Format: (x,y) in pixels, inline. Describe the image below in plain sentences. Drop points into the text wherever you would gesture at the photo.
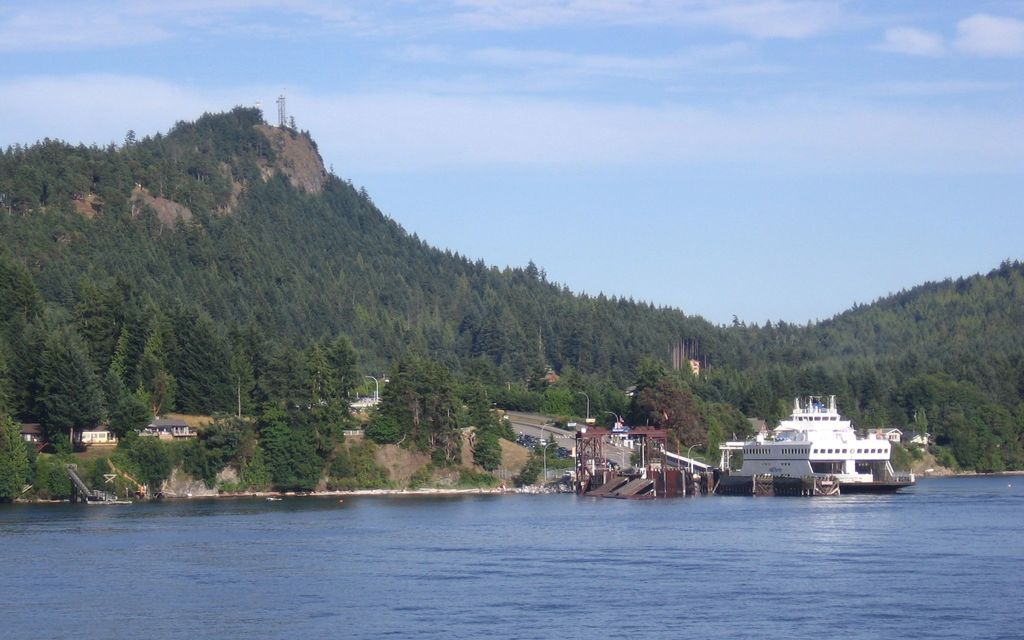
In this image I can see at the bottom (513,576) there is water (597,550), on the right side (835,446) it looks like a ship (807,448) in white color. On the left side (289,428) there are trees (271,429) and houses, this is the hill (302,262), at the top (551,89) it is the cloudy sky (556,124).
